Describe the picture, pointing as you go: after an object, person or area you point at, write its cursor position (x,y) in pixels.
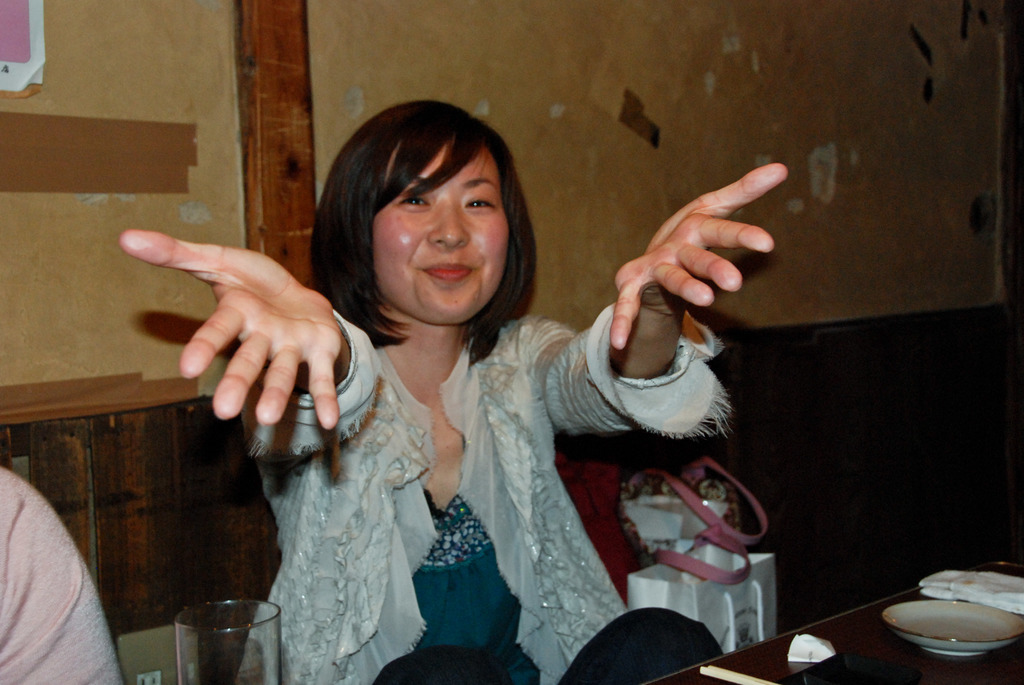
In this image, we can see a woman (412,488) is sitting and smiling. At the bottom (835,619), we can see so many items (949,641). Background (140,145) there is a wall (105,279), plaster (109,151), some poster (22,25). Left side of the image (69,644), we can see some cloth (45,622). Here there is a glass (243,652), carry bag (714,615), some object (683,549). This woman (410,403) is stretching her hands (280,394).
